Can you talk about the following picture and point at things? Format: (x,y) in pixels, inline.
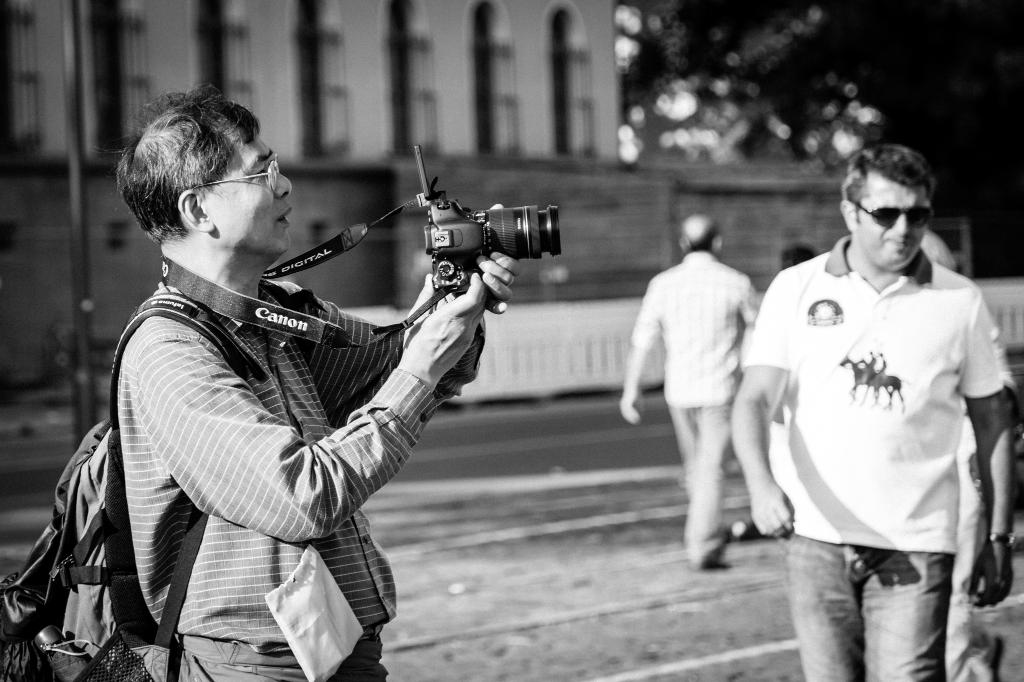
In this image we can see a person (310,488) wearing a bag (87,546) taking a photograph by camera (446,281). On the right side (933,443) we can see some people (793,525) walking on the road (637,558). On the backside (836,122) we can see a tree (712,81), pole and a building (641,230).
